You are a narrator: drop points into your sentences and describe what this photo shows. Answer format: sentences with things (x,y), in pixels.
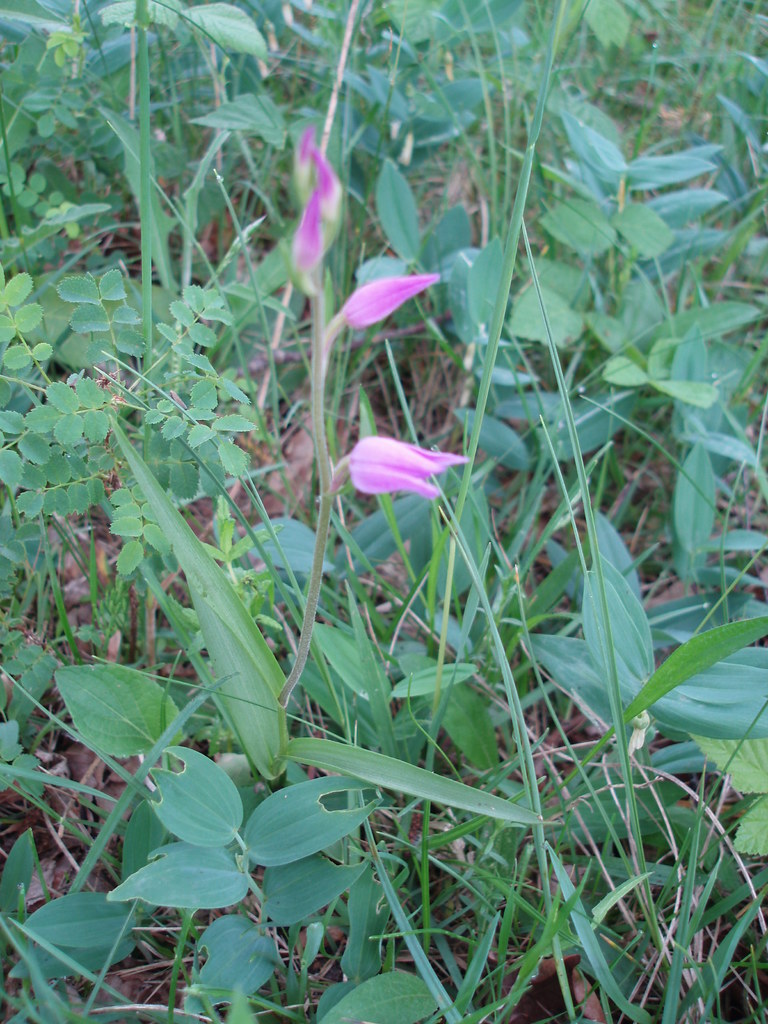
In the foreground of this image (292,665), there are three flowers (359,449) to a plant (268,721) and we can also see grass (289,172) and plants (361,870).
